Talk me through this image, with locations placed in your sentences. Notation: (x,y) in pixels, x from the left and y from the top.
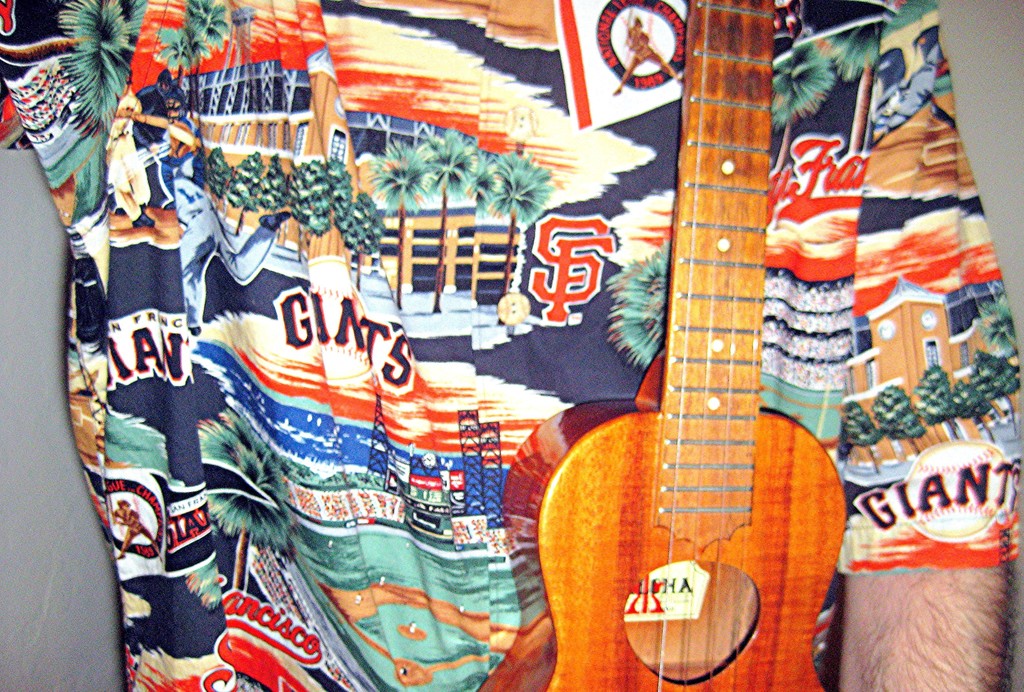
In this image i can see a man (530,202) holding a guitar (693,570).
